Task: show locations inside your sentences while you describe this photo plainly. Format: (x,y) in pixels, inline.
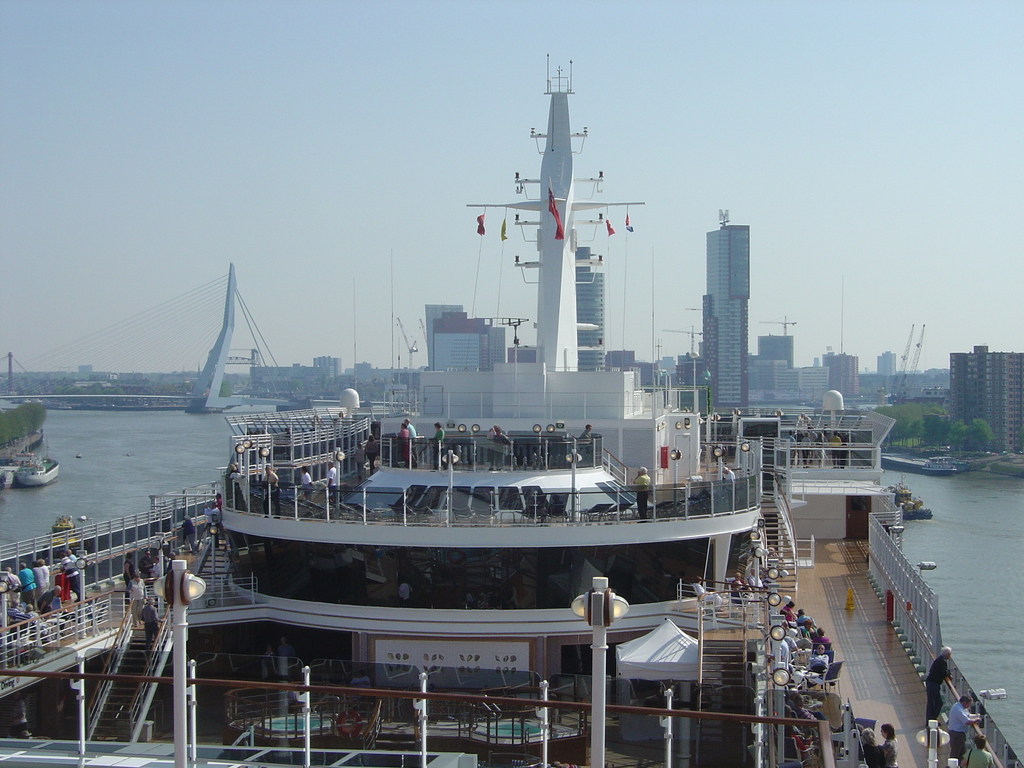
In this image I can see a boat (546,546) in the front (690,590) and on it I can see number of people (799,623) and lights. In the background (971,508) I can see water (39,501), number of buildings (796,375), number of trees (18,418), the sky (616,170) and I can also see few boats (908,505) on the water (1012,608). In the centre of the image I can see few flags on the boat (559,169).
